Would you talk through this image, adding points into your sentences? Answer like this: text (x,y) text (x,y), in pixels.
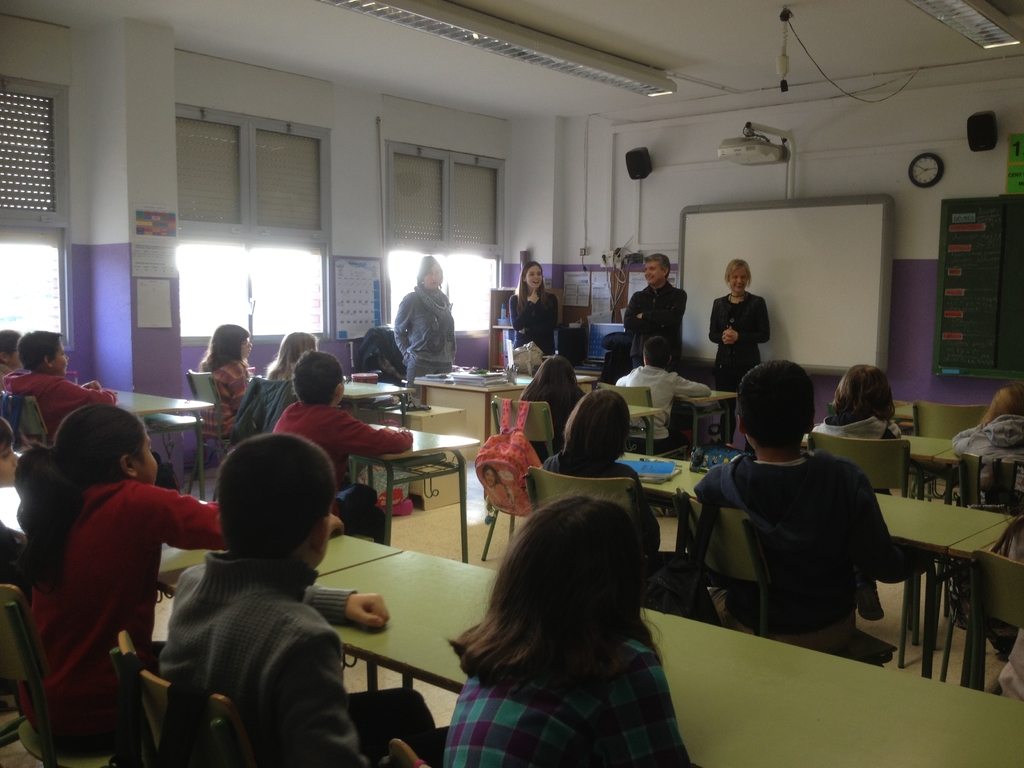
In this image i can see a group of children (643,570) sitting on a chair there is a bench (399,592) in front of them, at the back ground (744,273) i can see four persons (744,273) standing, a board (687,206), a window (463,181) and a wall (518,130).
